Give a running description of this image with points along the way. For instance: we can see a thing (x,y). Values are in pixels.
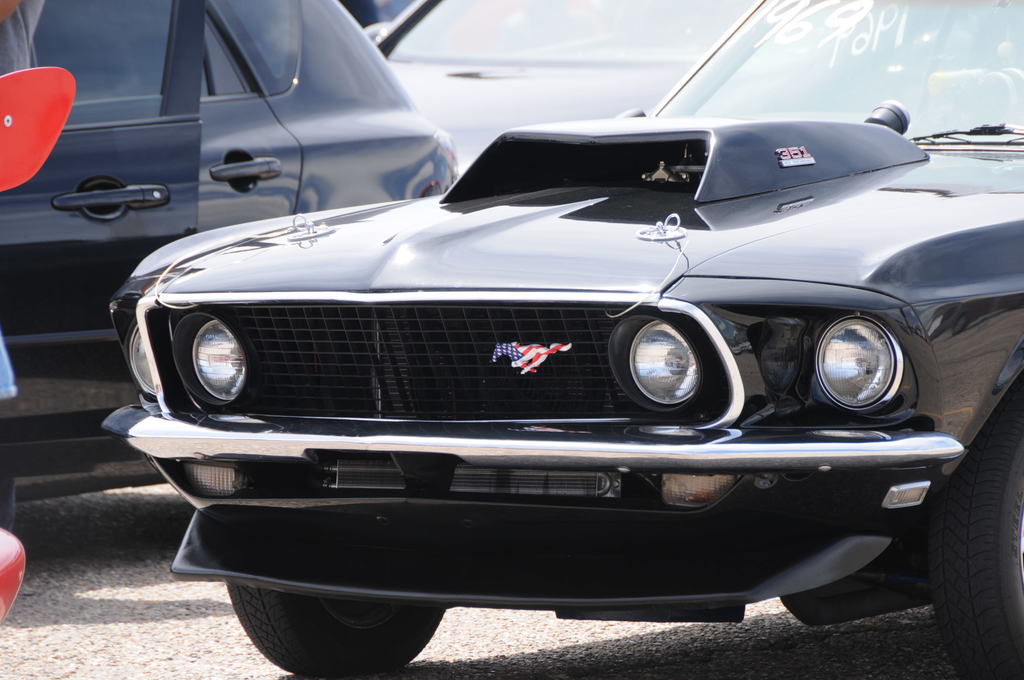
In this image I can see vehicles (348,253) on the ground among them these vehicles (387,288) are black in color. On the left side (6,135) I can see some objects (3,378).
